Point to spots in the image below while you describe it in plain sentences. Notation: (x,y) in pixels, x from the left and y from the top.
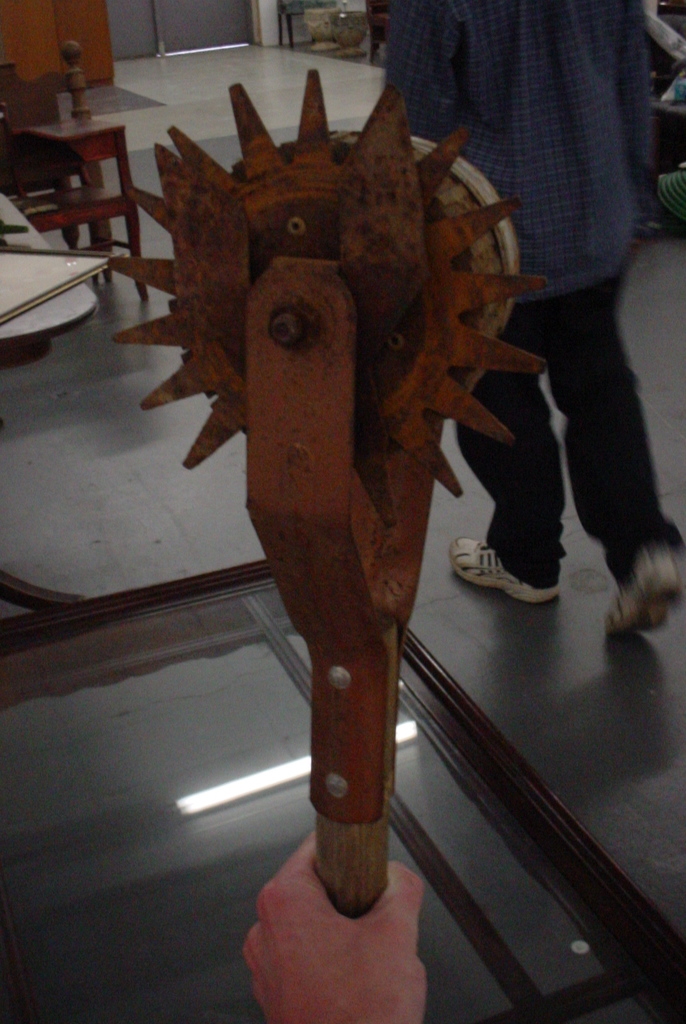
In this image we can see the wheel type of object (376,421). On the right side of the image (594,372) we can see a person (601,540) is walking.
